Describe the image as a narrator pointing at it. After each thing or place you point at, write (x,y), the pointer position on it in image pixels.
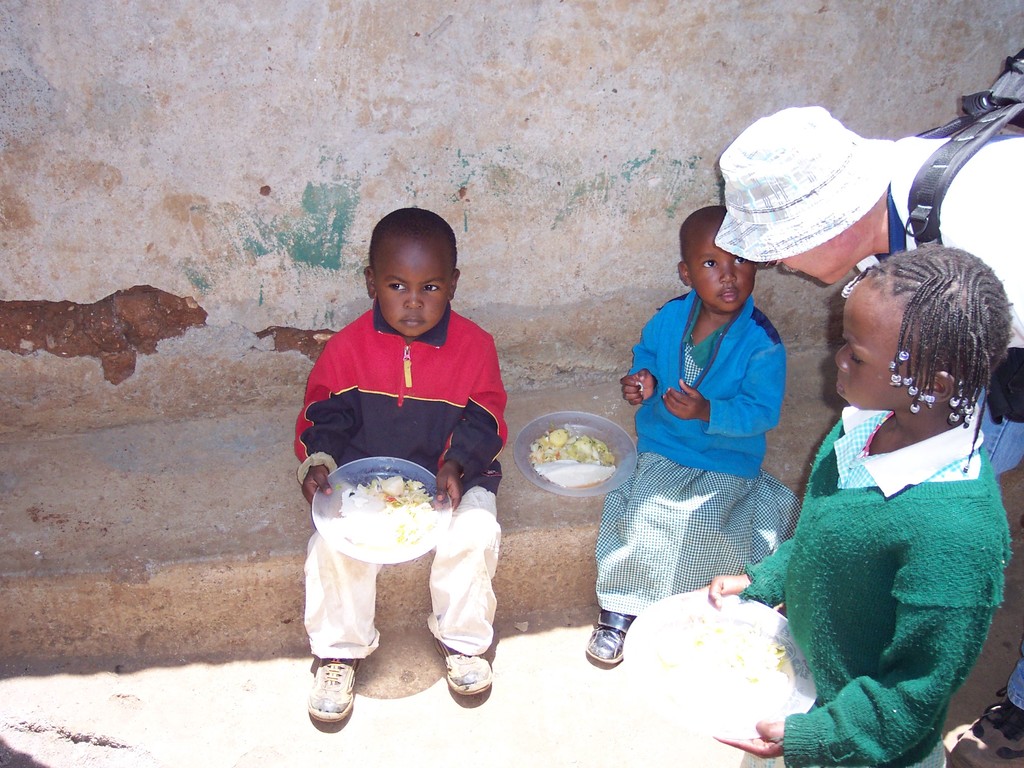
There are two kids (380,452) sitting. This boy (372,565) is holding a plate (373,550) in his hands (319,488). I can see a girl (904,456) and a person (909,225) standing. This is the wall (248,150). This girl (844,636) is also holding a plate (674,660).
